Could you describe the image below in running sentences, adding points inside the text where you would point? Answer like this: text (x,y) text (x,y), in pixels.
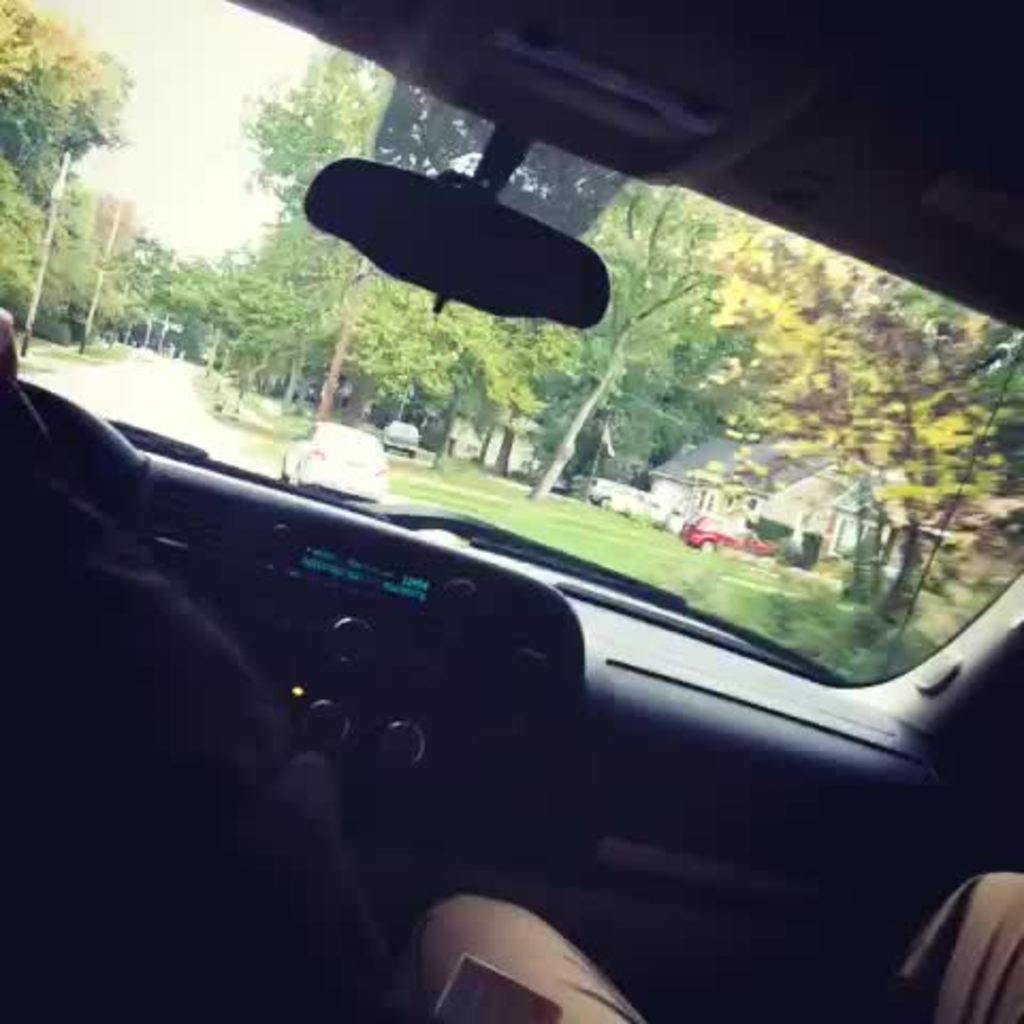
In this image we can see the inside view of the car (898,39) that includes people (30,594), dashboard (438,662), windshield (538,214) and behind that we can see trees (384,276), house (708,482) and vehicles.
